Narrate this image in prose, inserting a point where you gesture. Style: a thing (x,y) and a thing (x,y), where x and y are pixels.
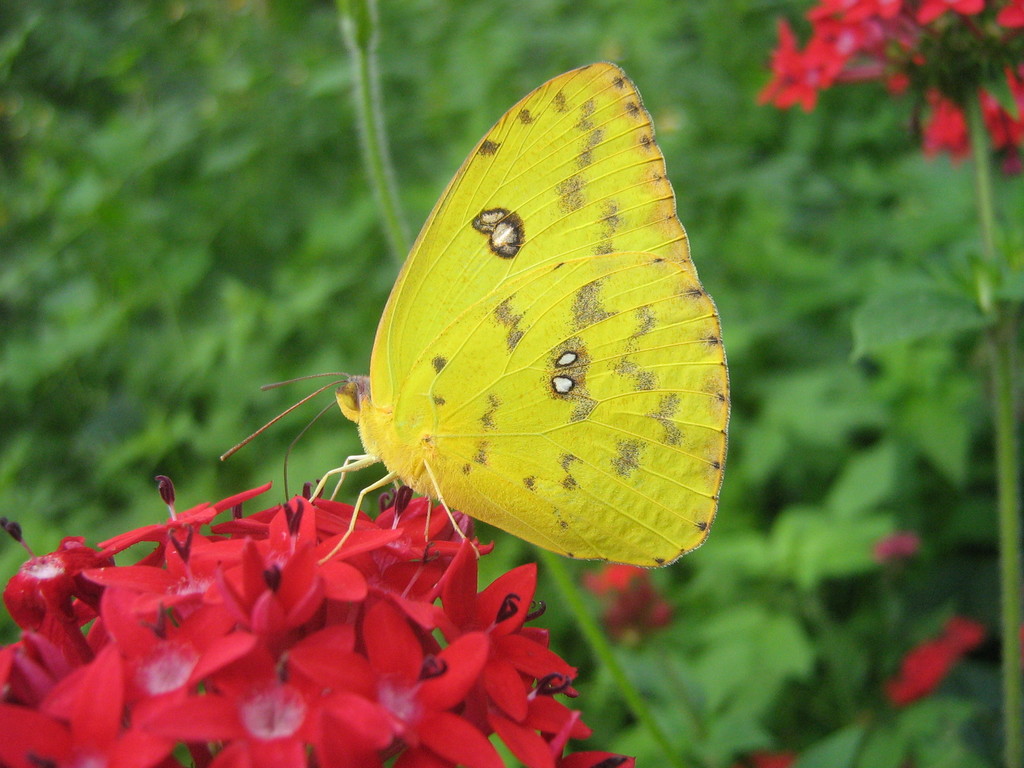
In this image there is a butterfly (458,365) on the flowers (340,552), in the background (744,614) there is greenery (794,515).
